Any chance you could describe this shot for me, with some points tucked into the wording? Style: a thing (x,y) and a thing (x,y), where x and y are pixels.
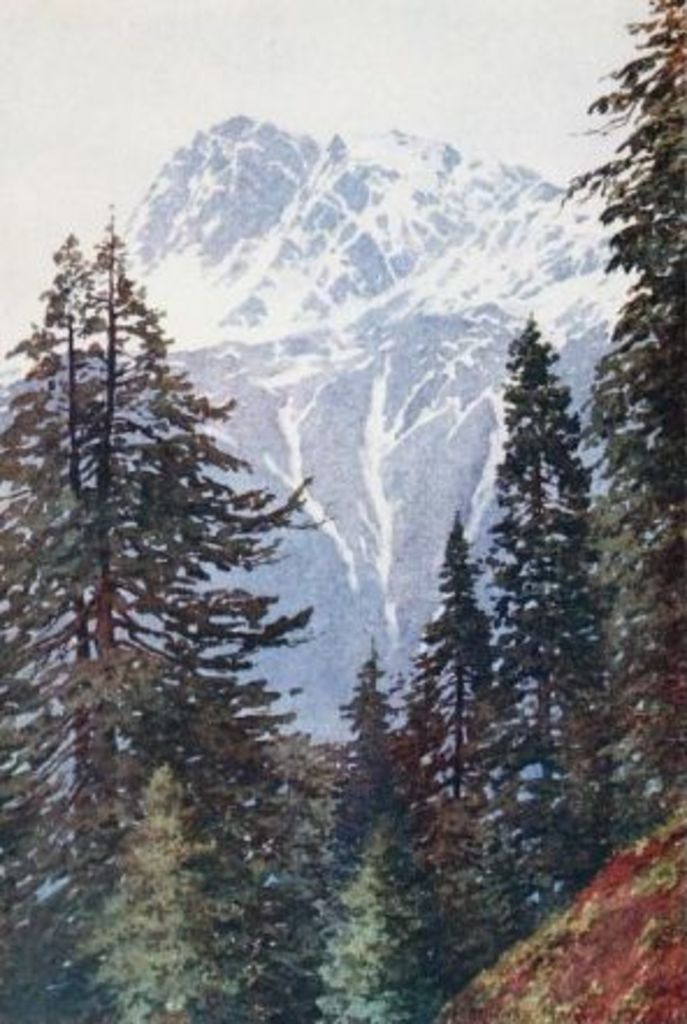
In this image we can see trees (335,834). Behind the trees (567,742), we can see the sky (110,86) and mountains (369,411).
